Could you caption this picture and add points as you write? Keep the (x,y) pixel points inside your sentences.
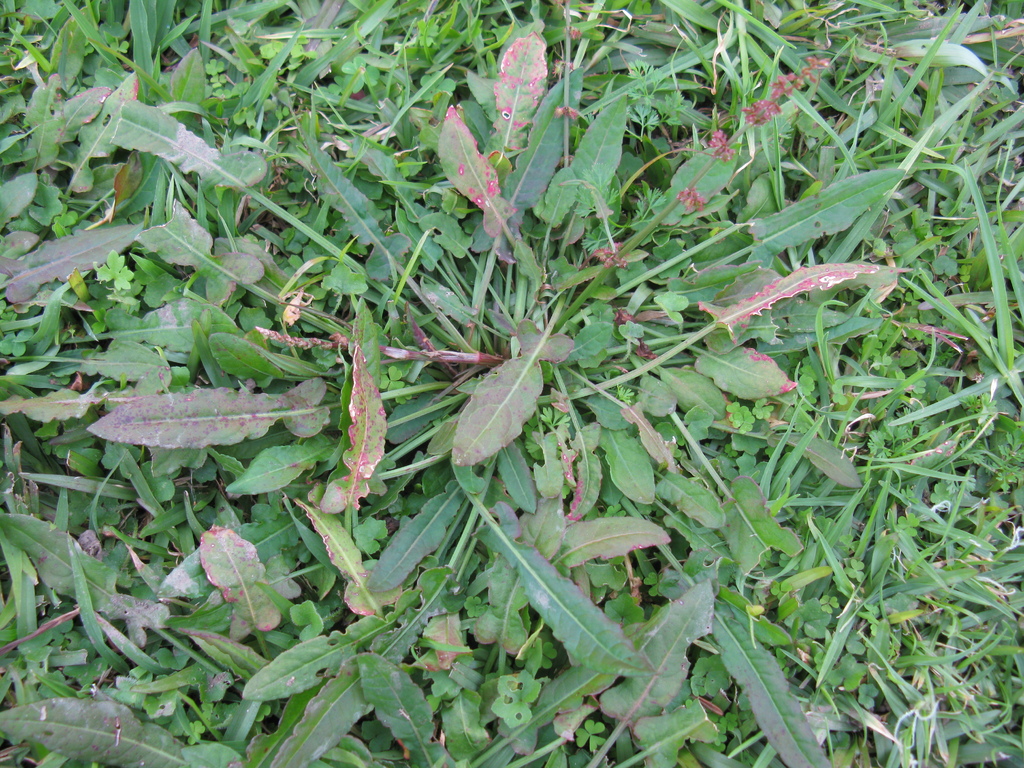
These are the plants (632,455) and there is the grass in this image.
